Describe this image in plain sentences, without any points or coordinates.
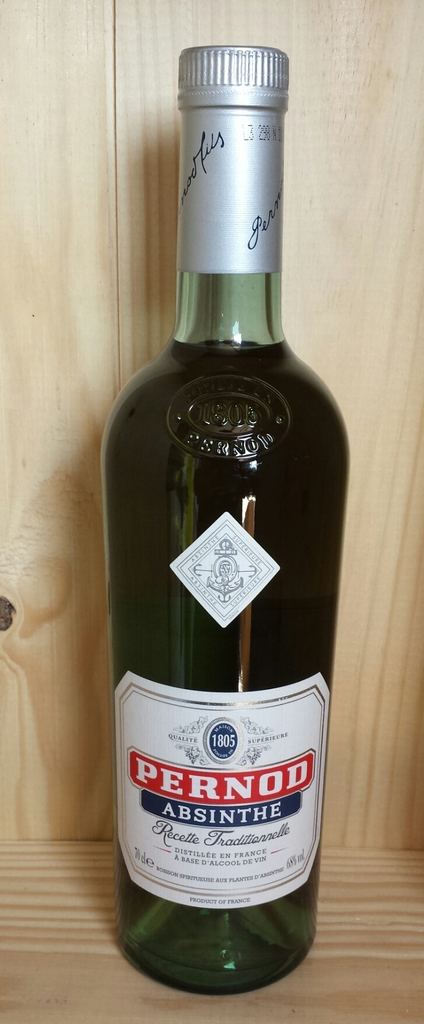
In this image I see a bottle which is of green and white in color.
